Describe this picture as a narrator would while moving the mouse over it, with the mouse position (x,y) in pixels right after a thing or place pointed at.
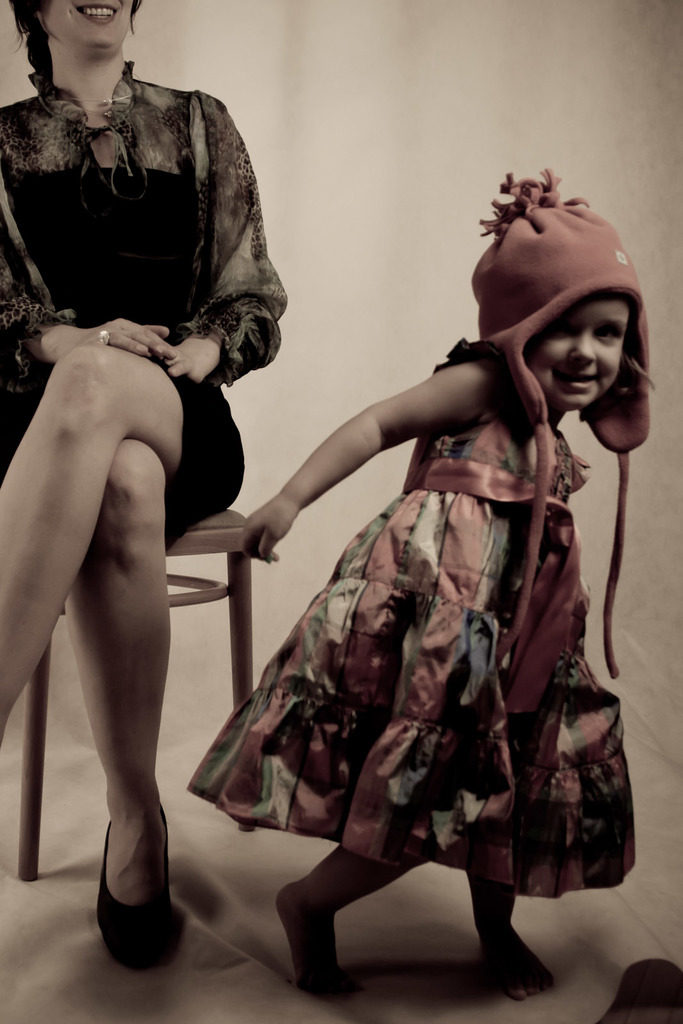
In this image we can see woman (198,152) sitting on the chair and kid (517,442) standing on the ground (360,1009). In the background (454,117) we can see wall (354,100).
